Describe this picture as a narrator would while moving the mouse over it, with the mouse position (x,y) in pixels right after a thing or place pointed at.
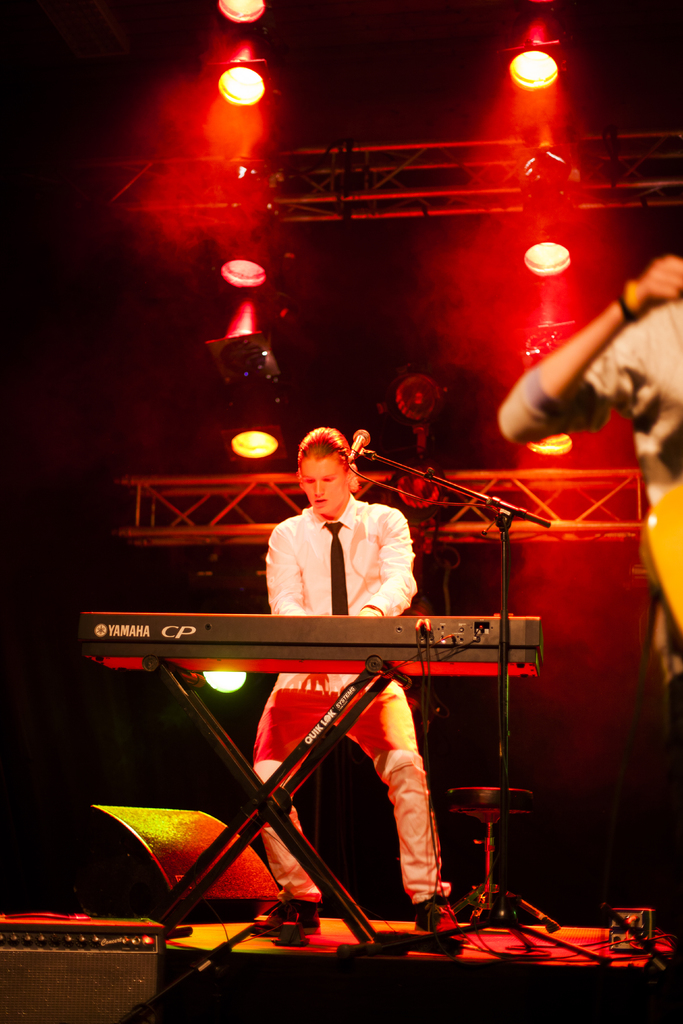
In this picture I can see there is a man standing here and playing keyboard (410,632) and in the backdrop (430,496) I can see there are lights (258,379) attached to the ceiling (348,48) and there are iron frames (531,474).
